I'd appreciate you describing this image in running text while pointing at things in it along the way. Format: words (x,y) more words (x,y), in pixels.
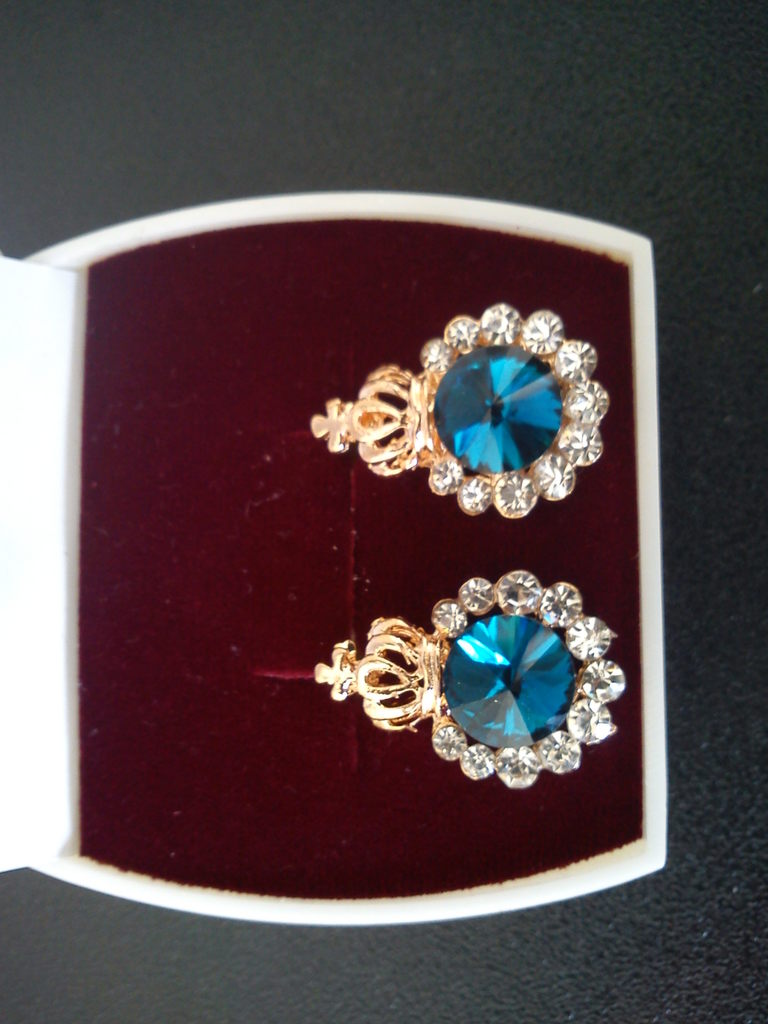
In this image we can see earrings (478,652) placed in the jewellery box (235,458). At the bottom (350,985) there is a table (748,419).
